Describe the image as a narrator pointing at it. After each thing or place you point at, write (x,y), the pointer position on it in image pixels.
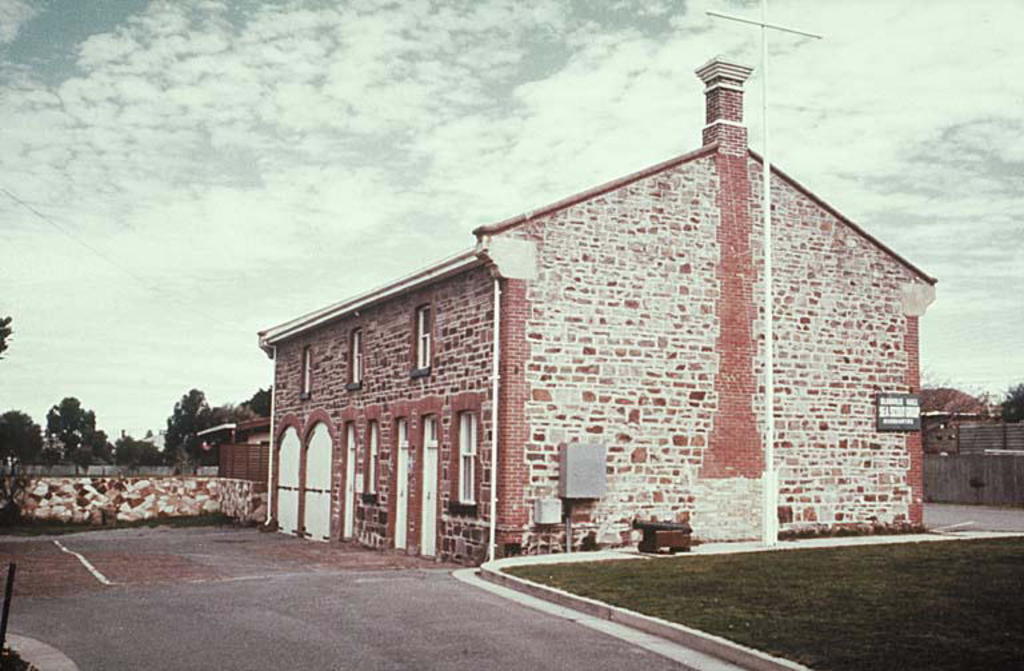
In this picture we can see some grass (808,585) on the ground (787,584). There is a pole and a board (905,404) on the building (750,411). We can see a wall (112,489) and a few trees (34,454) in the background (59,437). Sky (215,218) is cloudy.
